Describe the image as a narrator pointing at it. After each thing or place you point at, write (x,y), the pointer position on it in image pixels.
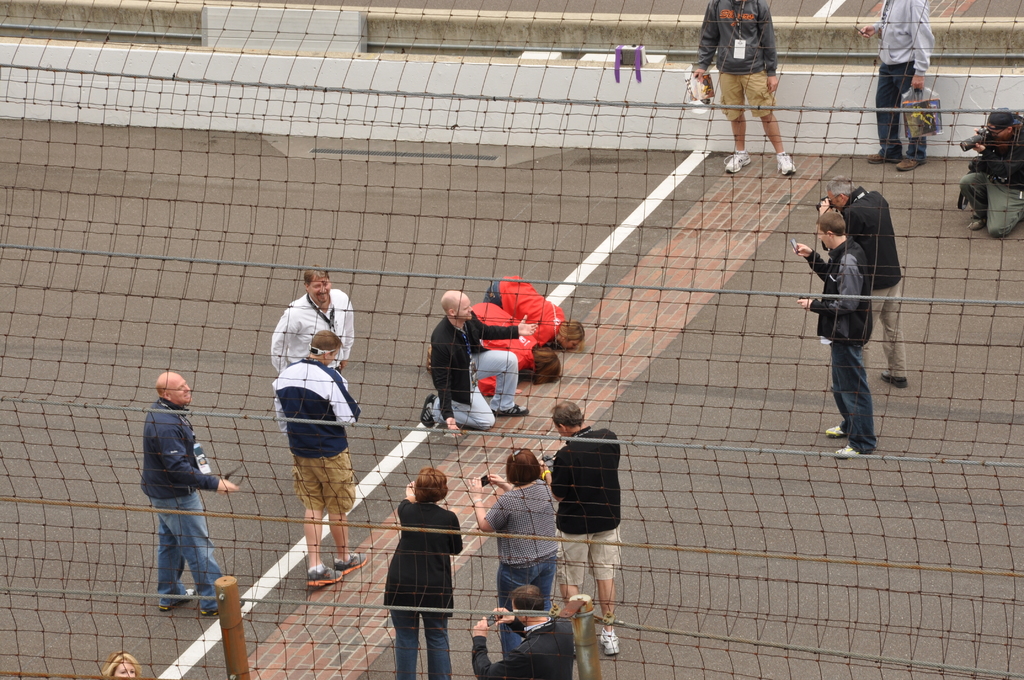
In the foreground of the picture (641,122) I can see the net fence (427,429). I can see a few persons (891,79) standing on the floor (634,582). I can see a few people (524,564) holding the camera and they are capturing images.
